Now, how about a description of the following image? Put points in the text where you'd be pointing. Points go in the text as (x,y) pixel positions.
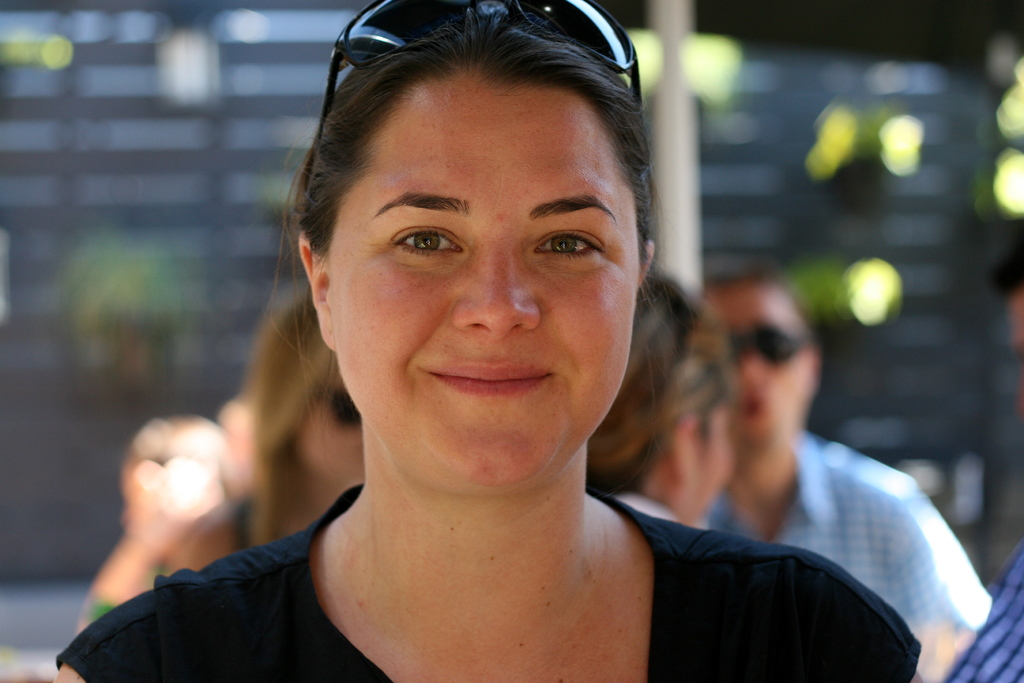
In this image in the foreground (459,373) there is one woman (401,443) who is smiling, and in the background (739,420) there are some people (173,462) who are sitting and also there are flower pots (131,311) and plants (878,302) pole (676,62) and a wall (771,150).
